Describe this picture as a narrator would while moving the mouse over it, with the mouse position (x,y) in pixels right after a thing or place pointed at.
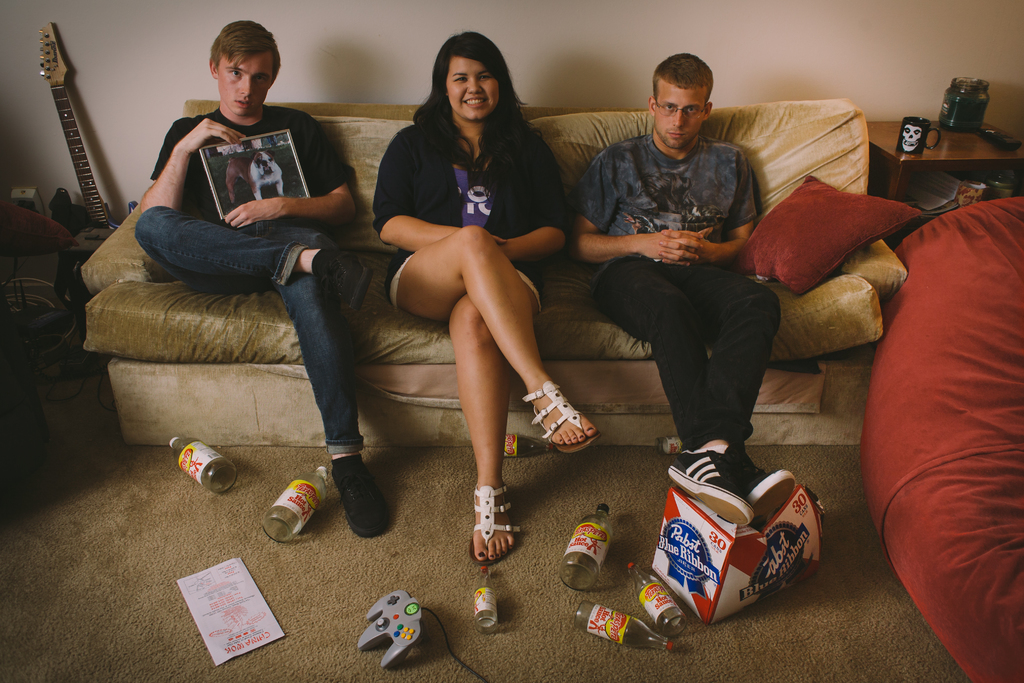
In the picture there is a sofa (583,172) and on the sofa (574,183) there are three people (598,200) sitting two men (596,199) and women (502,187), the woman (487,177) is sitting in the middle (526,258) to the left side (294,201) the man (217,118) is holding a poster (245,196) of a dog (248,198) in his hand (256,205), beside him there is a guitar (66,94), on the carpet (93,641) there are few empty bottles (226,473) to the right side (881,161) there is a table (890,147) and on the table (942,134) there is a mug (918,129) and a jar (963,104), in front of that there is a bean bag (937,442) which is of red color in the background (729,62) there is a wall (625,27).
